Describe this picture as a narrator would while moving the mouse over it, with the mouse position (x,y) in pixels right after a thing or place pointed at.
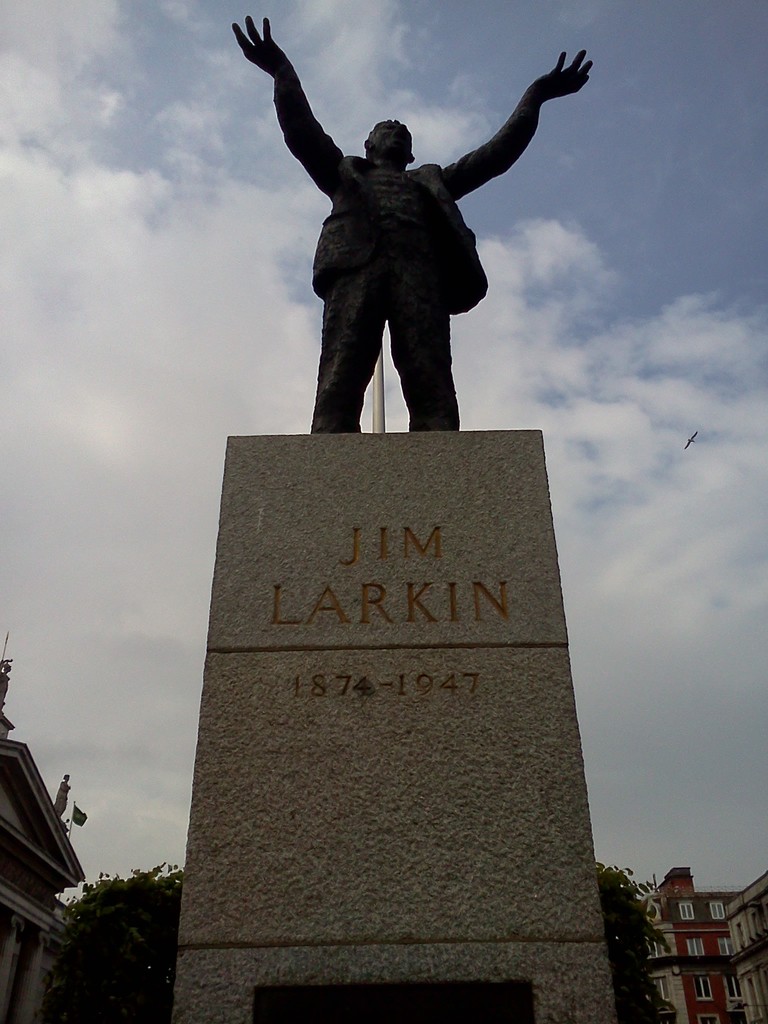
As we can see in the image, there is a tree (131,936) and building (22,923) on the right side (685,947) and left side (17,804). On the top (630,184) there is a sky (675,223), a bird (687,440) flying and a man statue (395,341). Here it was written "JIM LARKIN 1874-1947"
